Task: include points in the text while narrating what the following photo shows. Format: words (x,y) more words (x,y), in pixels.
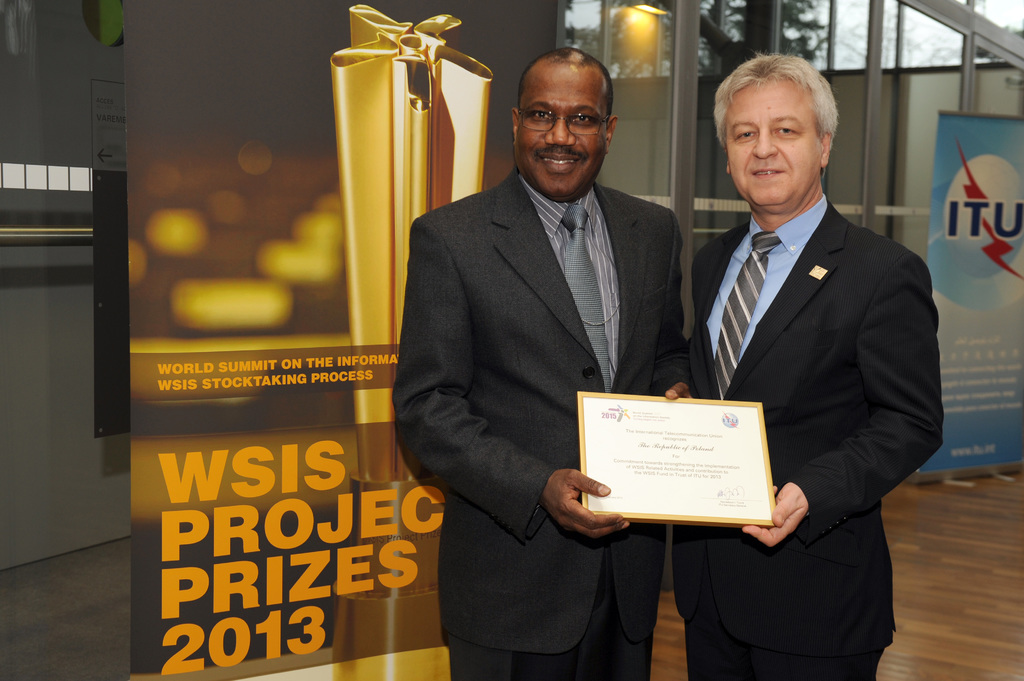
In this image, we can see a few people (752,586) holding some object (739,446). We can see the ground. We can also see some boards (985,389) with text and images (272,426). We can see the wall (64,502) and some glass (741,21). We can also see some trees (793,39) and the sky (937,53).
